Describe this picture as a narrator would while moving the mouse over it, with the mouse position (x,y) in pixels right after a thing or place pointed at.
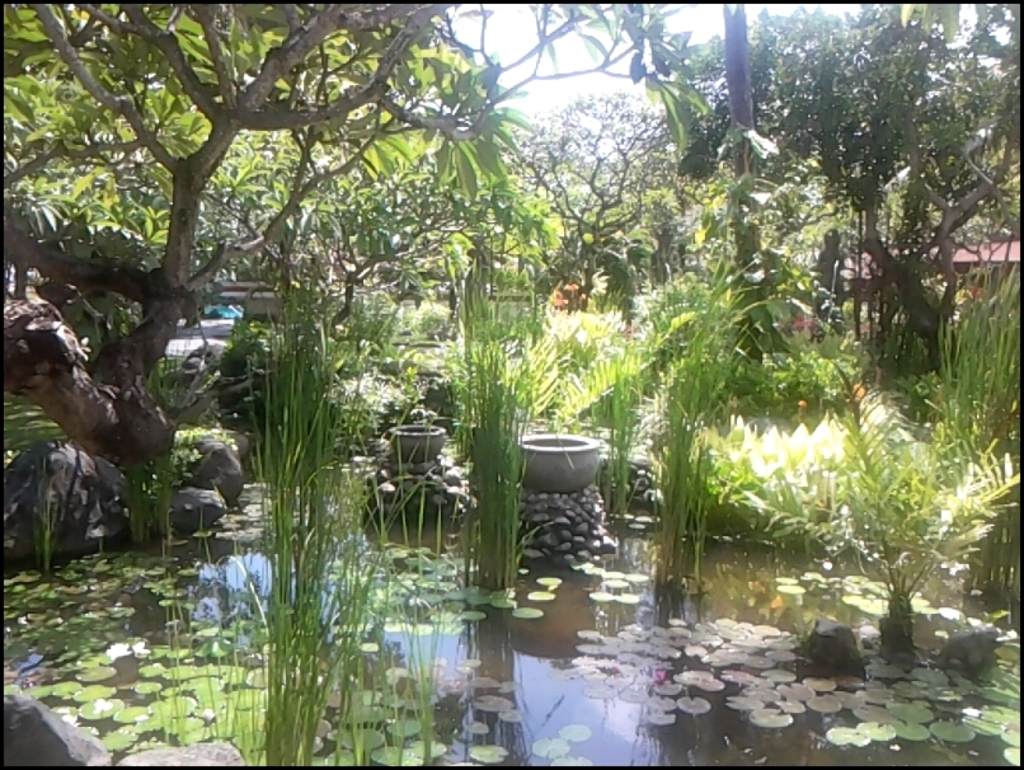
In the foreground of picture (260,538) there is a pond (289,598), in the pond (415,592) there are leaves (216,631), lotus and water plant (487,531). In the center of the picture (508,344) there are plants (368,322) and trees (69,341). In the foreground (71,763) there are stones (550,512).
